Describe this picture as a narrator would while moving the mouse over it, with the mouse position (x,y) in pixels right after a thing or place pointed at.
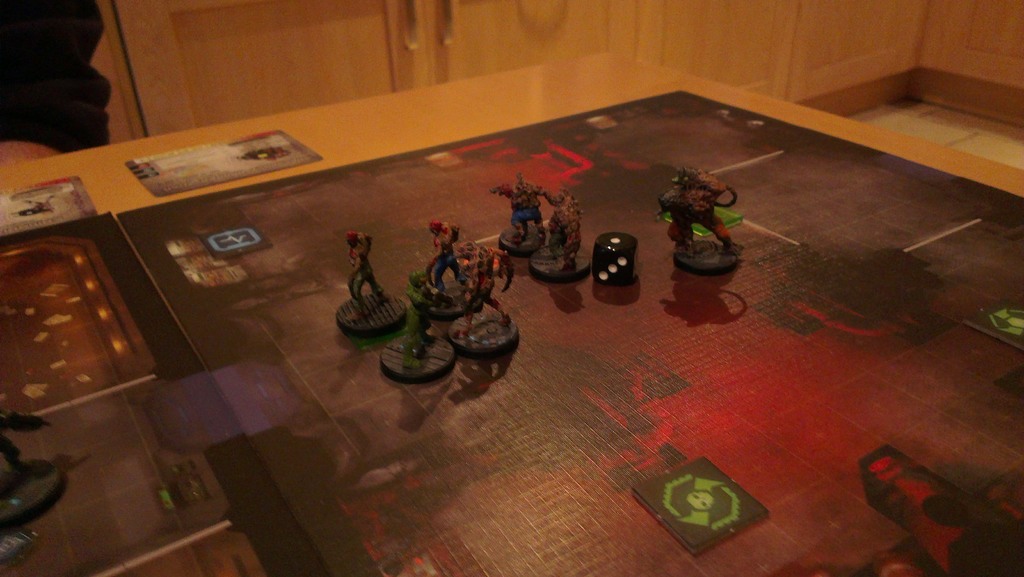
In this we can see chart (807,404). On top of it, there is a toys (688,200), dice (619,245). There is a wooden table (515,113), sticker (260,147). We can see wooden door (242,100), holder (414,23), floor (936,110). Left corner (62,106) we can see cloth (46,128), human hand (45,149).
